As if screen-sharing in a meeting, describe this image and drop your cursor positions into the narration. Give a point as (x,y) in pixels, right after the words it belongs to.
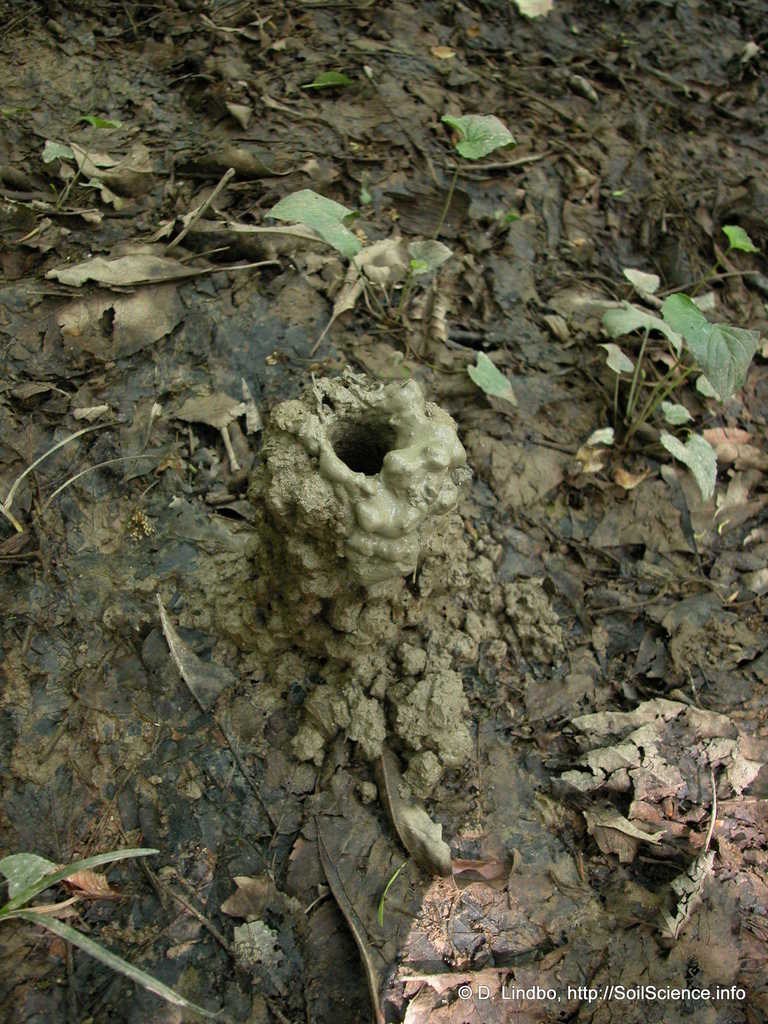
In this picture we can see plants (338,221), leaves (697,510) and clay soil (326,472). In the bottom right corner of the image (673,995), there is a watermark (537,998).
